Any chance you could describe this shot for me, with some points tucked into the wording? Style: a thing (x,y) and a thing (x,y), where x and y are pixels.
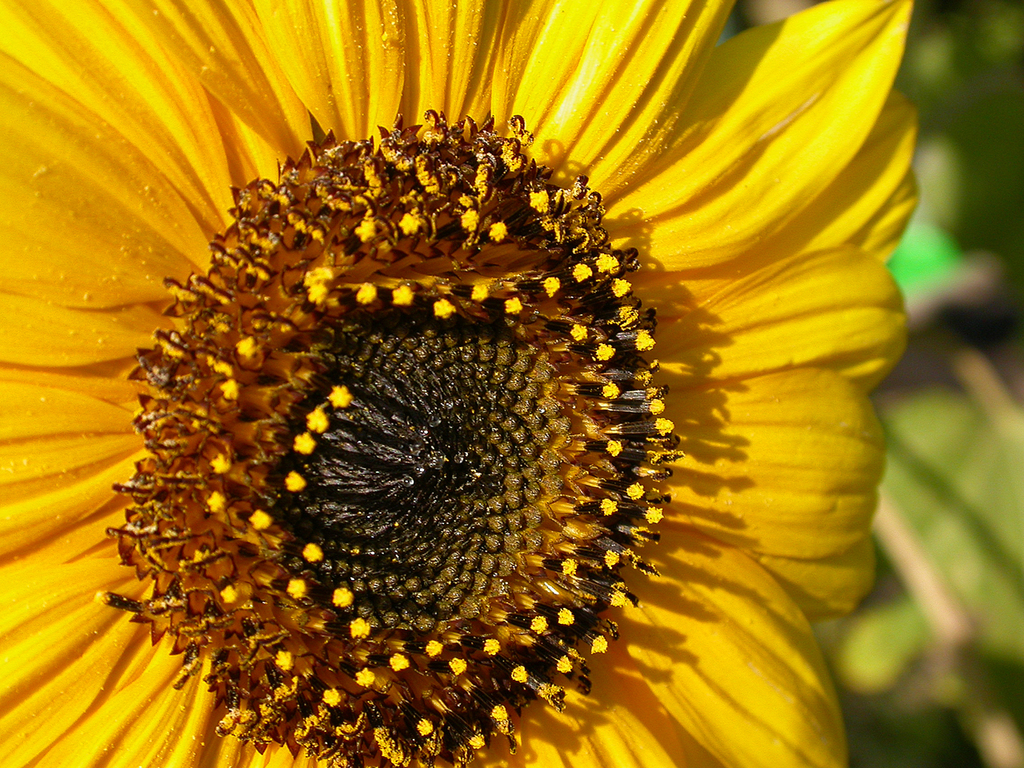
In the center of the image (428,317) there is a sunflower (361,446).
